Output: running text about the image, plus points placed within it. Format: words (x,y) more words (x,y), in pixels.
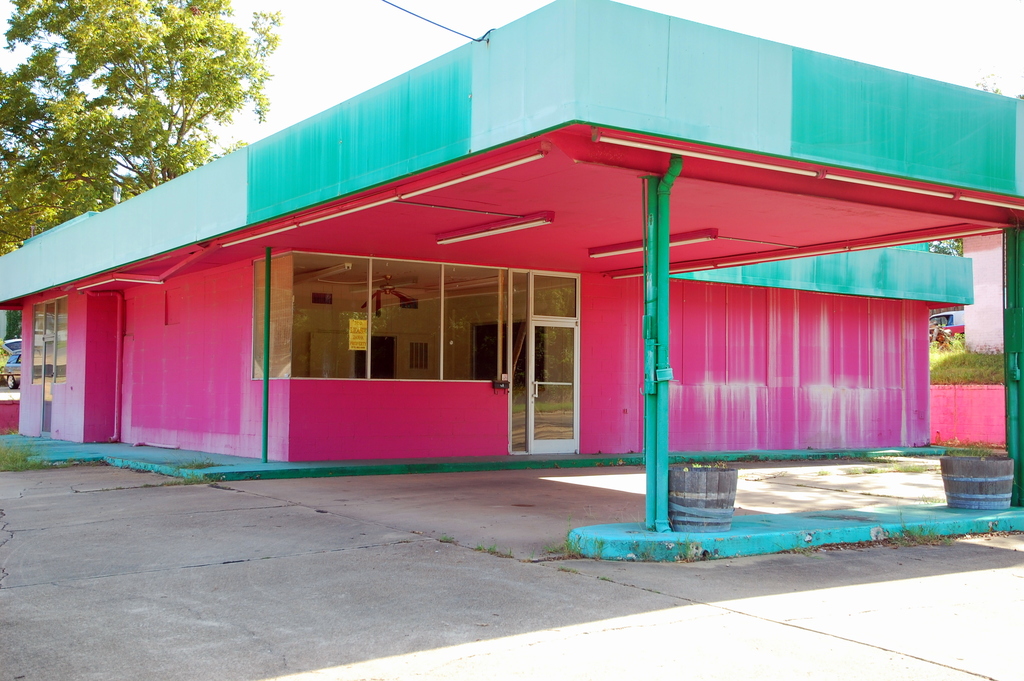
In the middle of this image (453,433), there is a building (379,122) in green and pink color combination having glass windows (519,317) and doors (545,336) and lights (499,168) attached to the roof (841,222). Besides this building (438,433), there is a floor (372,642). In the background (96,171), there are trees (104,33), vehicles (947,323), a white wall (985,332) and grass (982,365) on the ground (963,346) and there are clouds (932,0) in the sky (236,10).
